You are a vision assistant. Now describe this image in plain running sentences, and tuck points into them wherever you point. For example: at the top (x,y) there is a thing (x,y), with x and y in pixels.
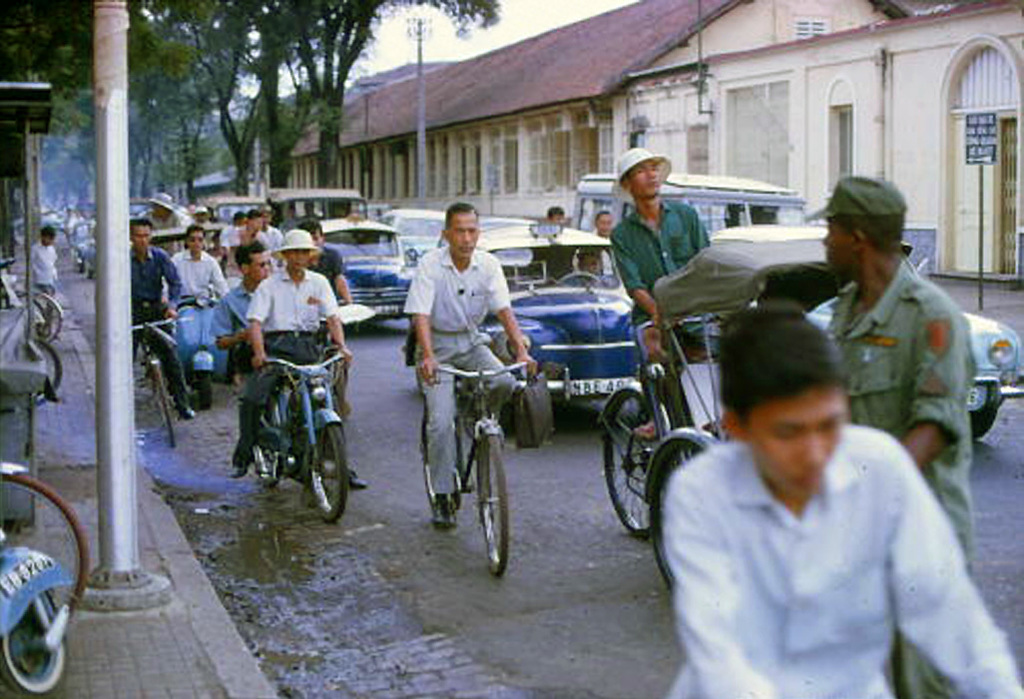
There are many vehicles (369,229) on the road (361,441). Some people (479,302) are riding bicycles (496,486), some people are riding motorcycles (312,426). This looks like a vehicle wheel (40,666). At background (347,139) I can see trees (324,121), current pole (418,77) and buildings (668,112).
